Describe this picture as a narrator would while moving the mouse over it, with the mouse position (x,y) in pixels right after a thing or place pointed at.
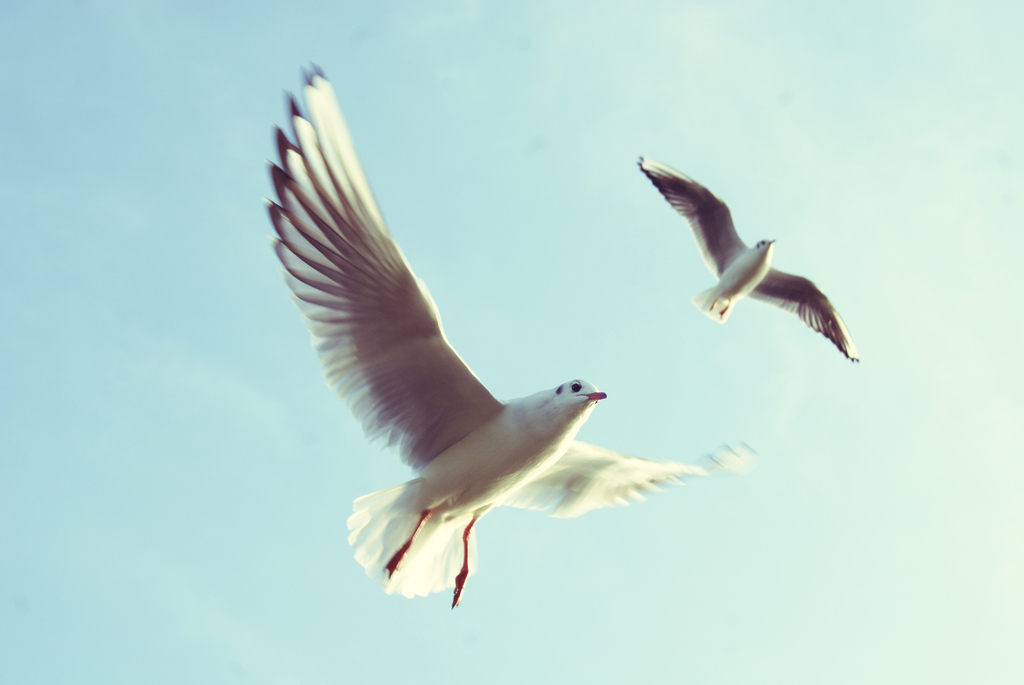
Here we can see two birds (413,332) flying in the sky (543,256).
